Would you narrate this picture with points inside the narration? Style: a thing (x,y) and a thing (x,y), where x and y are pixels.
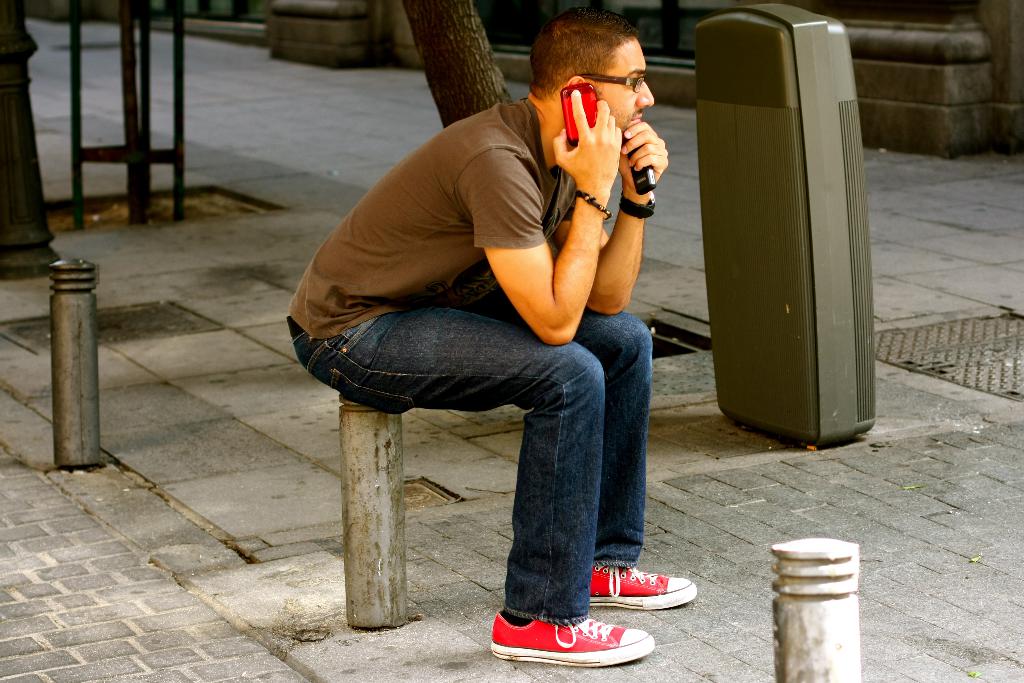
This picture is clicked outside. In the center (520,270) is a man (506,165) wearing t-shirt (519,150), holding a mobile phone (574,140) and a black color object (645,176) and sitting on a stand (363,434). On the right (848,302) there is an object (764,183) seems to be a bin (819,186) placed on the ground (793,445). In the background (425,0) we can see the trunk (446,45) of a tree (453,68), metal rods (76,103) and a building (946,26).
